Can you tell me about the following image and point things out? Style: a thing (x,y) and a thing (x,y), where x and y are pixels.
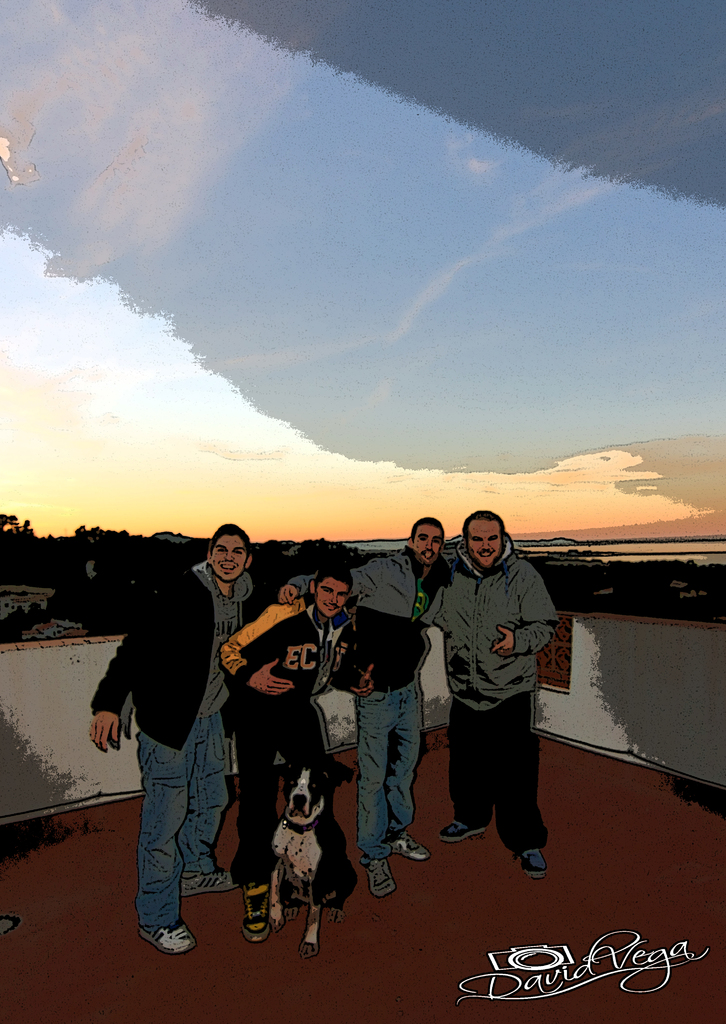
In the foreground of the picture (171,593) I can see four men (513,573) standing on the floor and they are smiling. I can see a dog (321,780) and wall fence (7,697). In the background (573,594), I can see the trees (33,620). There are clouds (721,453) in the sky (501,418).
